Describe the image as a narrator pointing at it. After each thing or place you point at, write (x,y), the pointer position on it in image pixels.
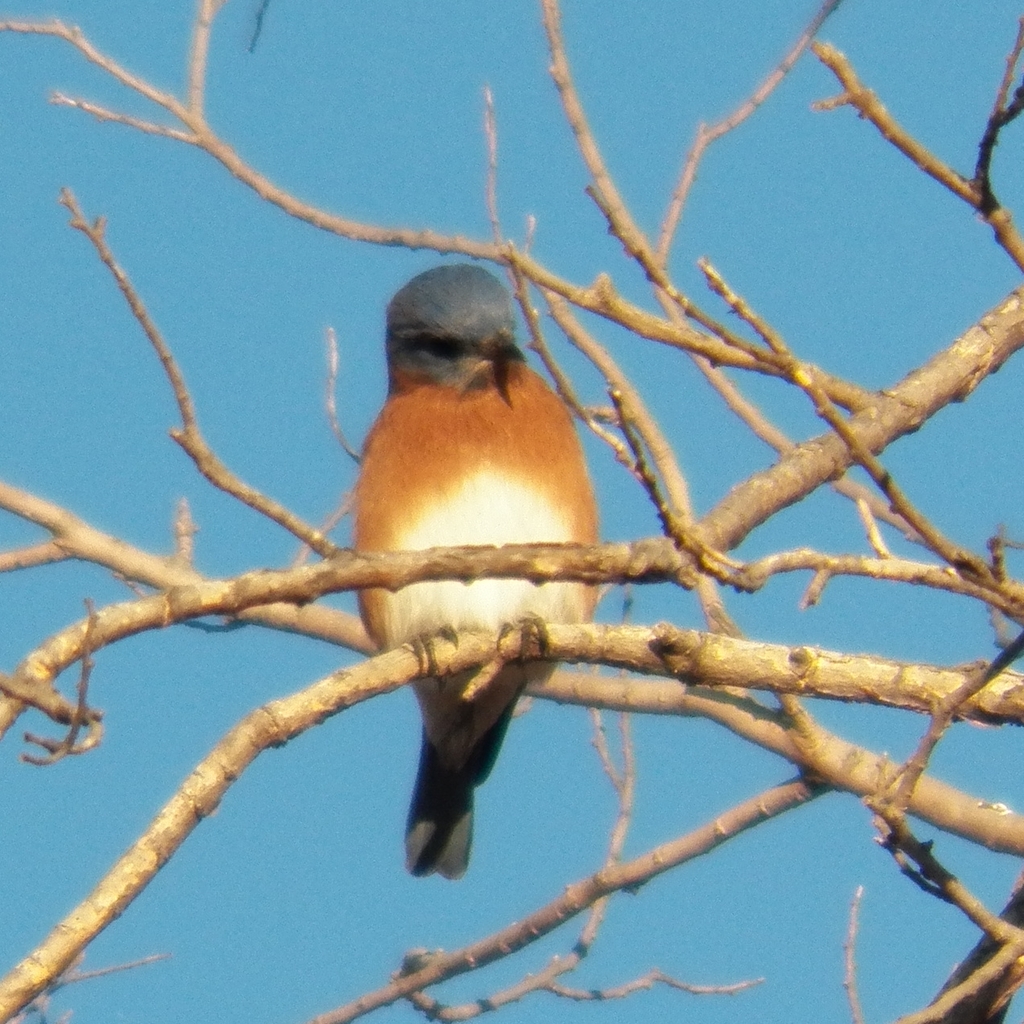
In this image I can see a bird (422,367) visible on sticks (20,554) and in the background (41,579) I can see the sky (129,726).
